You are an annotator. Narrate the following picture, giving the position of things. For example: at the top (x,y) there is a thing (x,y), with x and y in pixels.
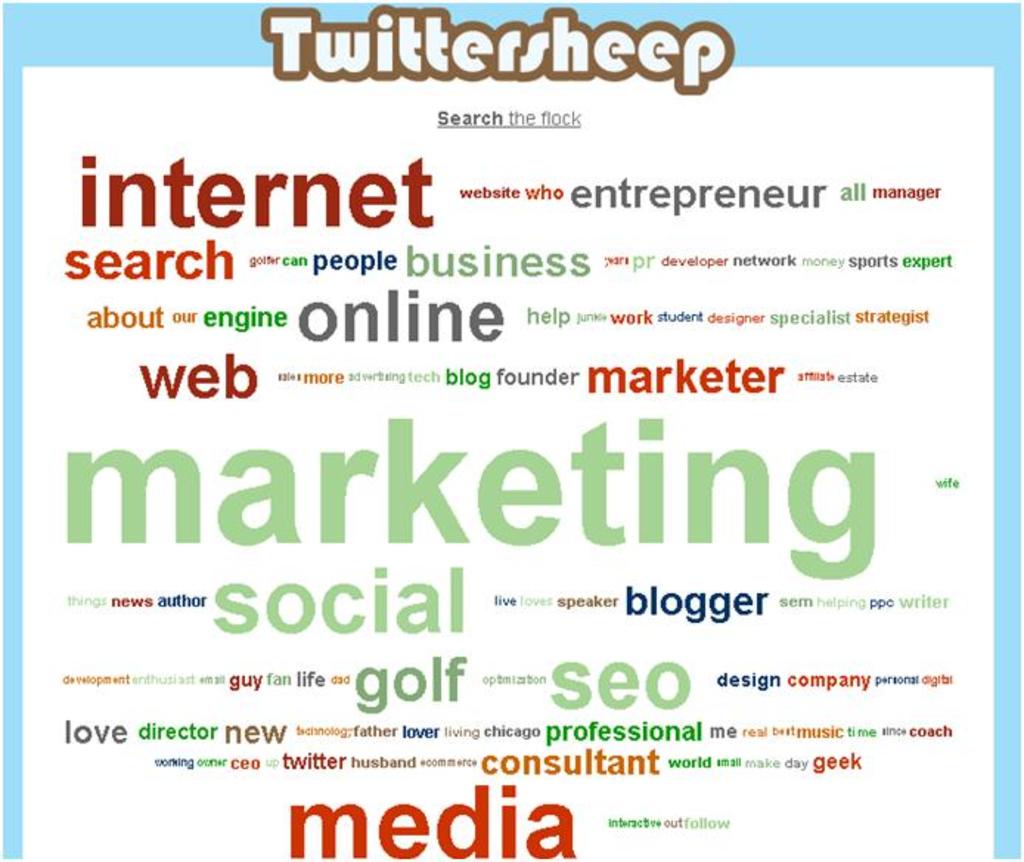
It looks like web page in which there are some words (76,468).
